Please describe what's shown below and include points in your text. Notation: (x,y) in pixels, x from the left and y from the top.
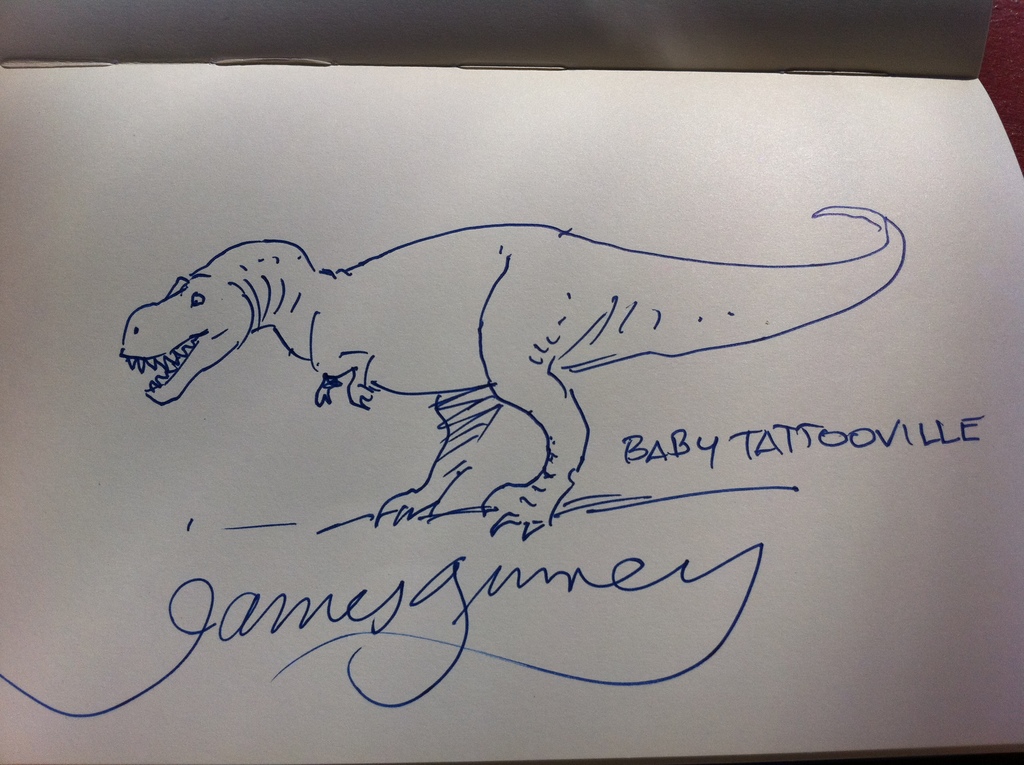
In this image I can see a drawing (415,371) of a dinosaur (517,374) and some text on a white paper (359,177). It seems to be a book (445,76).
